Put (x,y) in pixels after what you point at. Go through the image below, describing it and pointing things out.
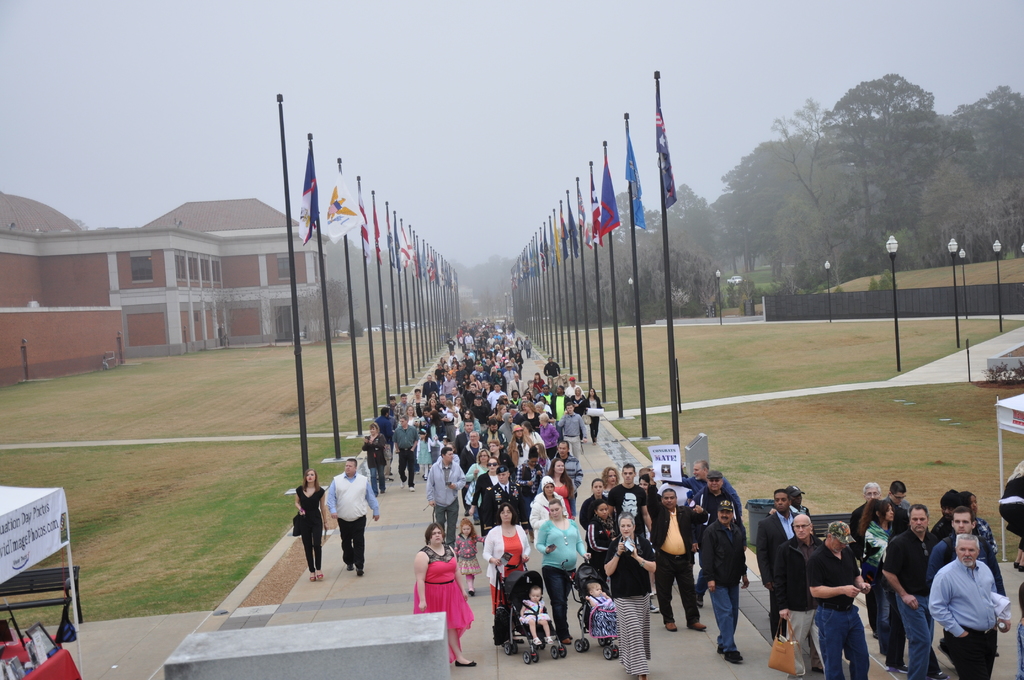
In this image we can see some group of persons (517,479) who are walking on the walkway (478,595), at the middle of the image (573,243) there are some flags (547,249) at left (294,276) and right side of the image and at the background of the image (179,170) there are some houses (31,331) and foggy sky (467,118).
